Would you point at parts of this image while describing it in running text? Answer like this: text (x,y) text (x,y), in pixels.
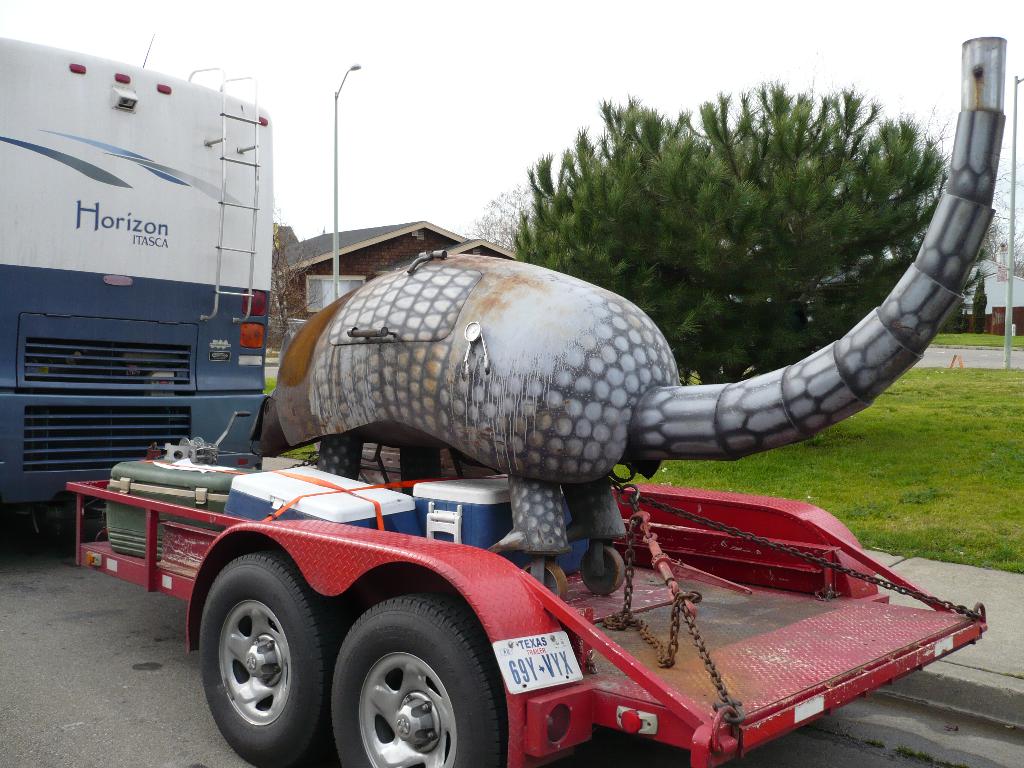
This is an outside. Here I can see two vehicles (749,647) on the road (87,642). On the vehicle (98,480) there are few boxes (306,485) and an object (505,346) which is in the shape of an animal (489,359). On the ground (929,476), I can see the grass (908,492). In the background (716,177) there are some trees (687,252), buildings (349,248) and poles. At the top of the image (464,50) I can see the sky (436,59).
